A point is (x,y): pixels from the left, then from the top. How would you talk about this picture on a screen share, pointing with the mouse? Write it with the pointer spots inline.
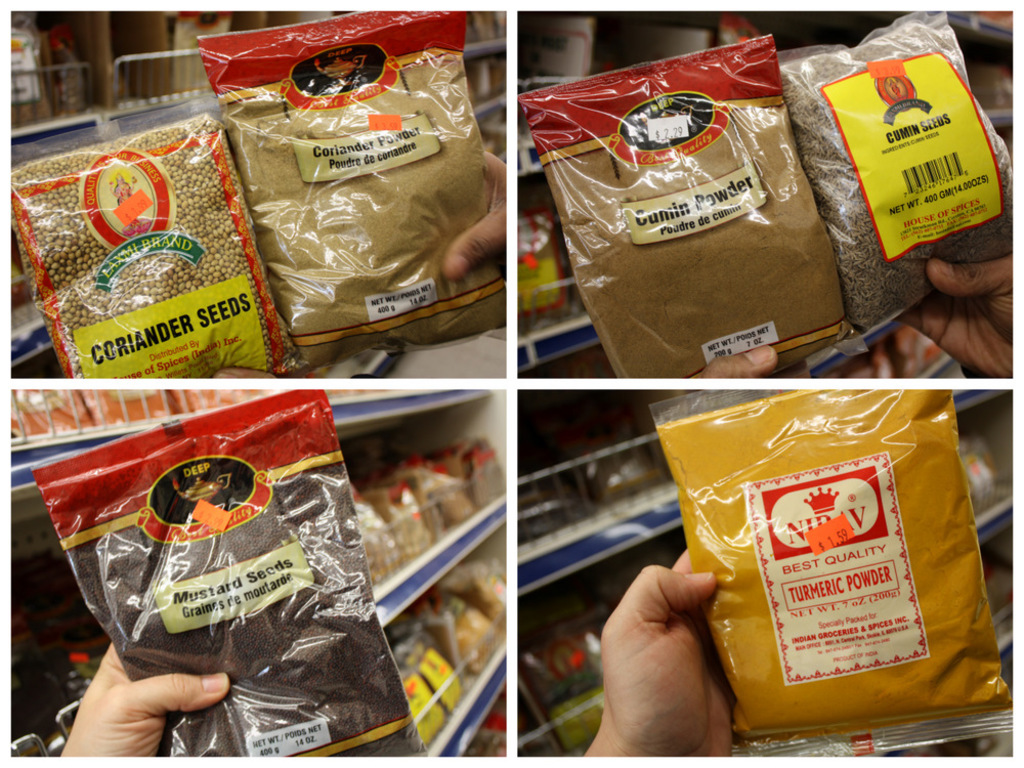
This is a collage picture we can see a person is holding some items (354,285) and we can see only person hands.
